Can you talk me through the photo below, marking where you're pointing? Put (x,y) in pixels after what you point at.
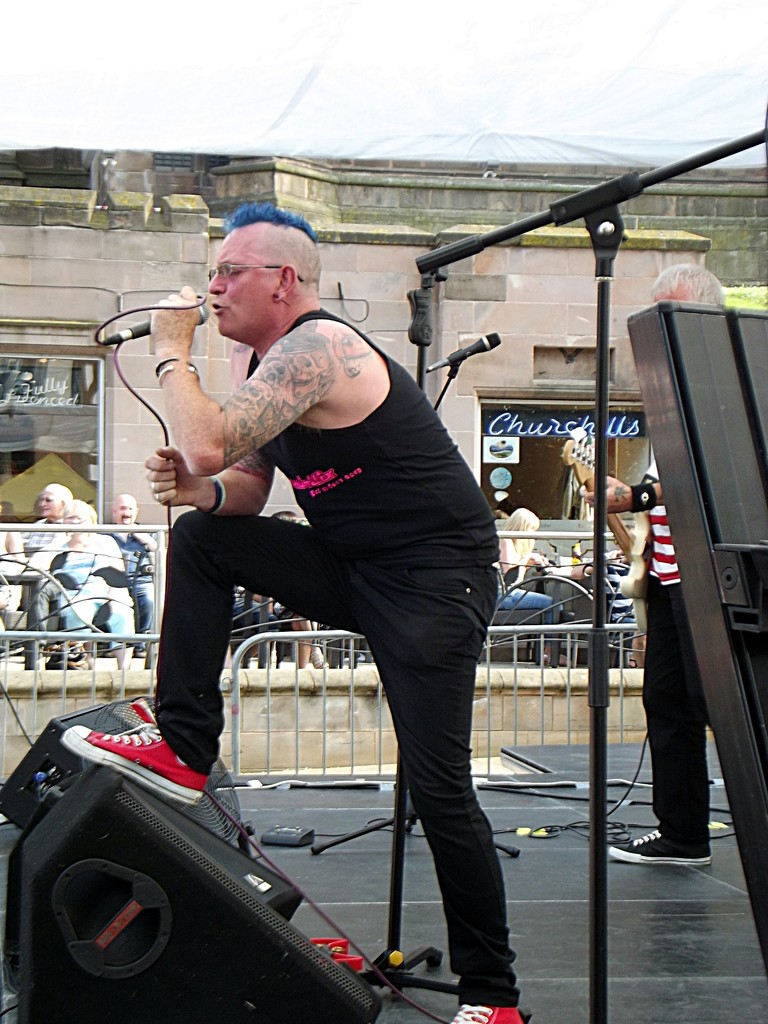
In the image there is a man (415,598) standing and holding a mic (112,336) in his hand (178,339) and he kept his leg (195,771) on the speaker (114,909). Behind him there are rods (598,248) and also there is a mic (487,336) with stand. On the right corner of the image (704,361) there is a black object (706,366). On the stage (648,760) there is a man (647,649) with guitar (625,594) is standing. On the stage (303,843) there are wires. Behind them there is a fencing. Behind the fencing (73,577) there are few people (59,598) sitting. There is a building (412,284) with brick walls (149,348) and glass walls (48,425).
